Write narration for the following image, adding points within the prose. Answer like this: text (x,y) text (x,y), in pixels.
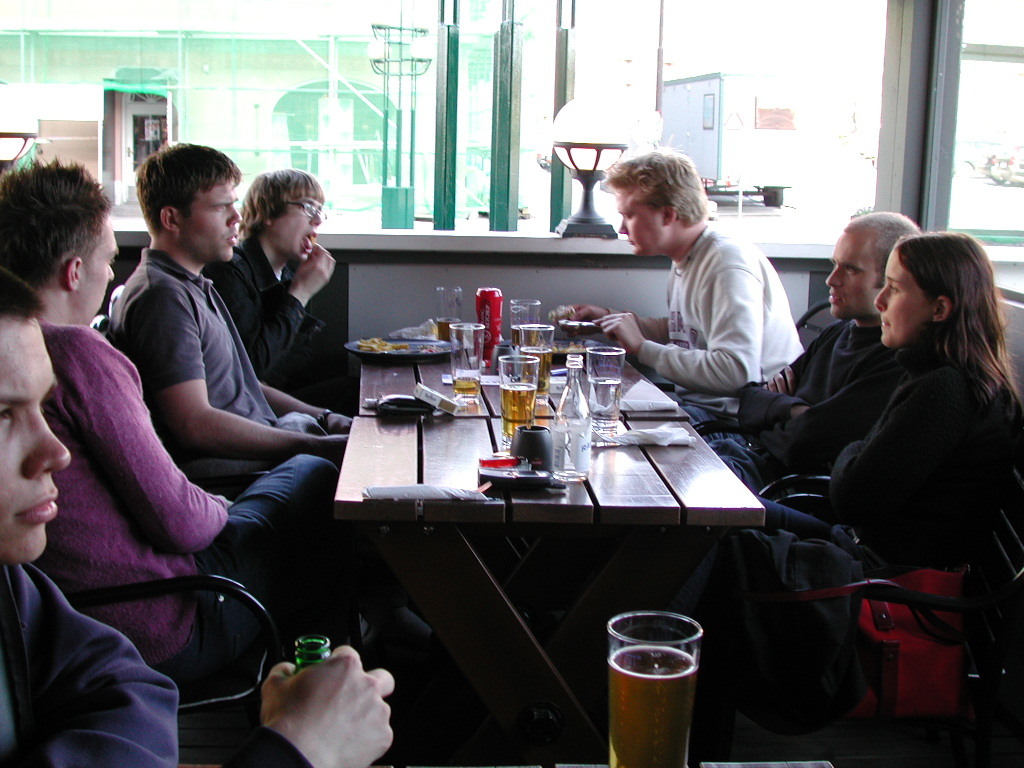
In this image we can see a group of people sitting beside a table (366,370) containing some glasses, bottles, a cup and a plate (391,343). On the bottom of the image (665,629) we can see a glass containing beer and a person (371,721) holding a bottle (307,652). On the backside (413,261) we can see a lamp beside a wall (633,299), a door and some metal poles (504,220).
